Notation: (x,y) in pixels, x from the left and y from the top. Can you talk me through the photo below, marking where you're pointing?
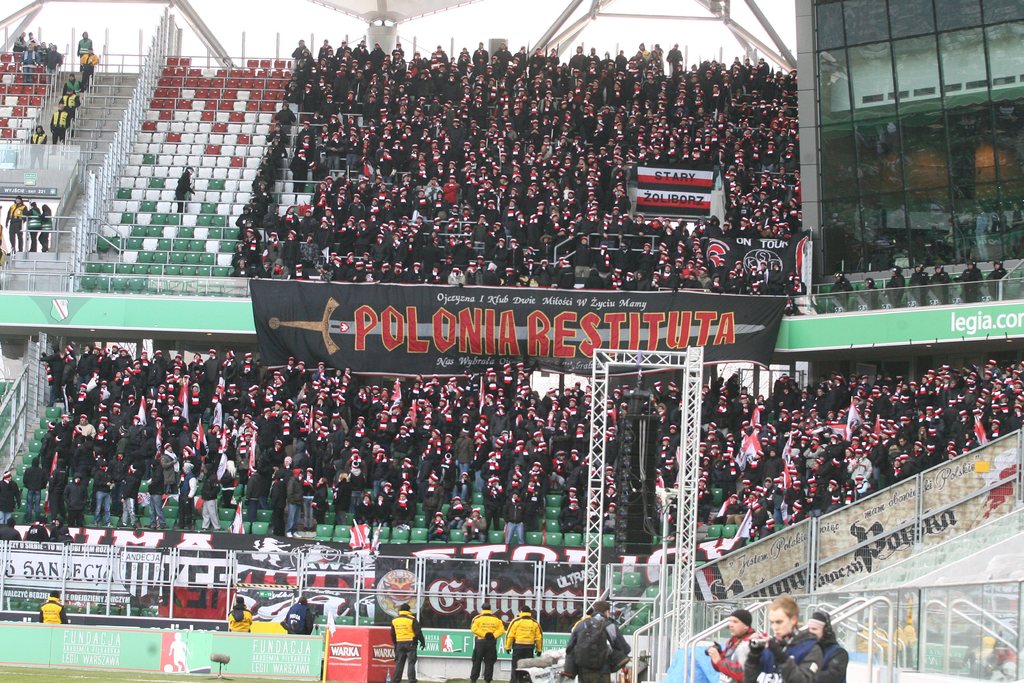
In this image there are people (520,638) standing on the ground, in the background (497,511) there are chairs (548,522) and people (133,493) are standing and there is a board (508,345), on that board (494,330) there is some text (626,303).
